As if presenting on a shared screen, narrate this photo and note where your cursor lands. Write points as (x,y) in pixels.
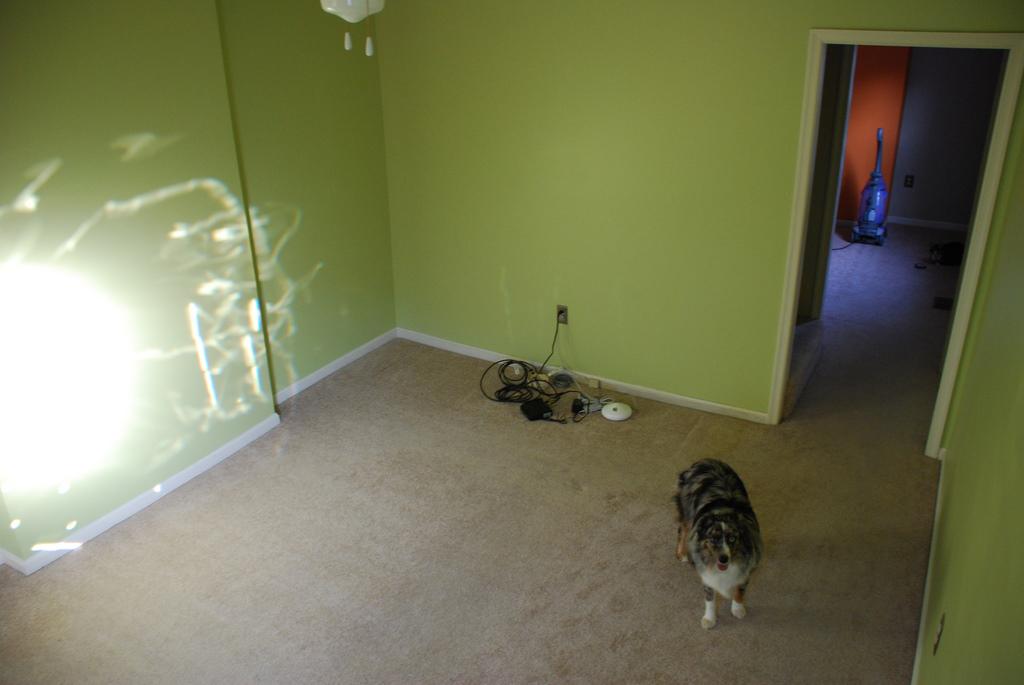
In this image we can see a dog (693,527). At the bottom of the image (455,553) there is carpet (344,630). In the background of the image (409,155) there is wall (603,201). To the right side of the image (831,253) there is a door (782,376).
